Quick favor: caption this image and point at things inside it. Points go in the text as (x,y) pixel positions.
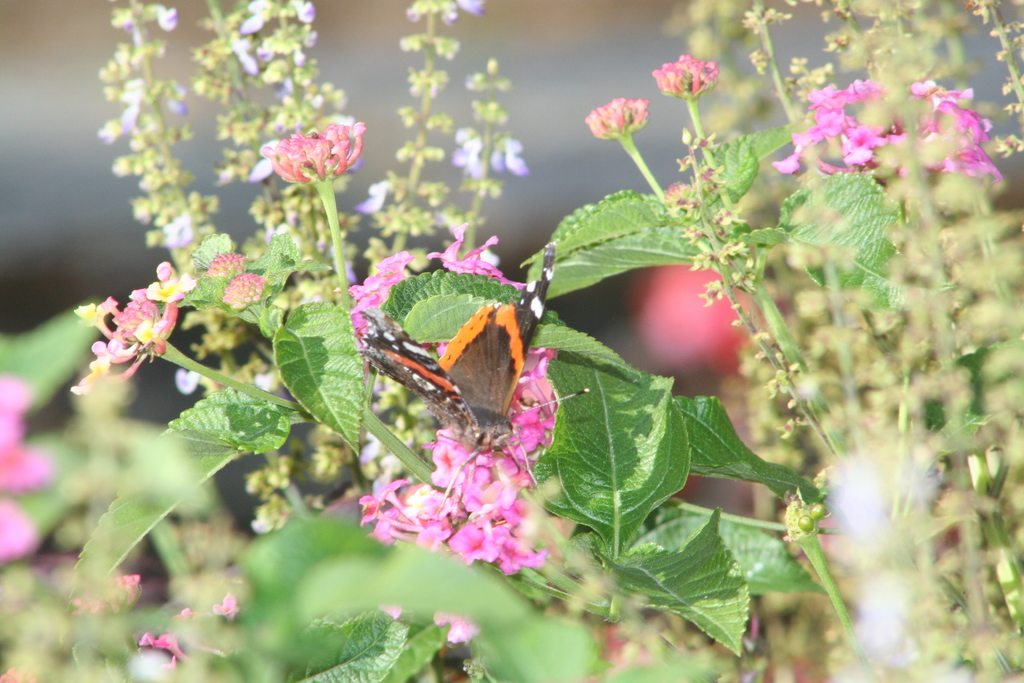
In the center of this picture (494,383) we can see a butterfly (494,367) on a pink color flower (479,466) and we can see the flowers (297,171) and green leaves (578,408) of the plants (784,228). The background of the image (20,116) is blurry and we can see some other objects (571,321) in the background (577,307).
